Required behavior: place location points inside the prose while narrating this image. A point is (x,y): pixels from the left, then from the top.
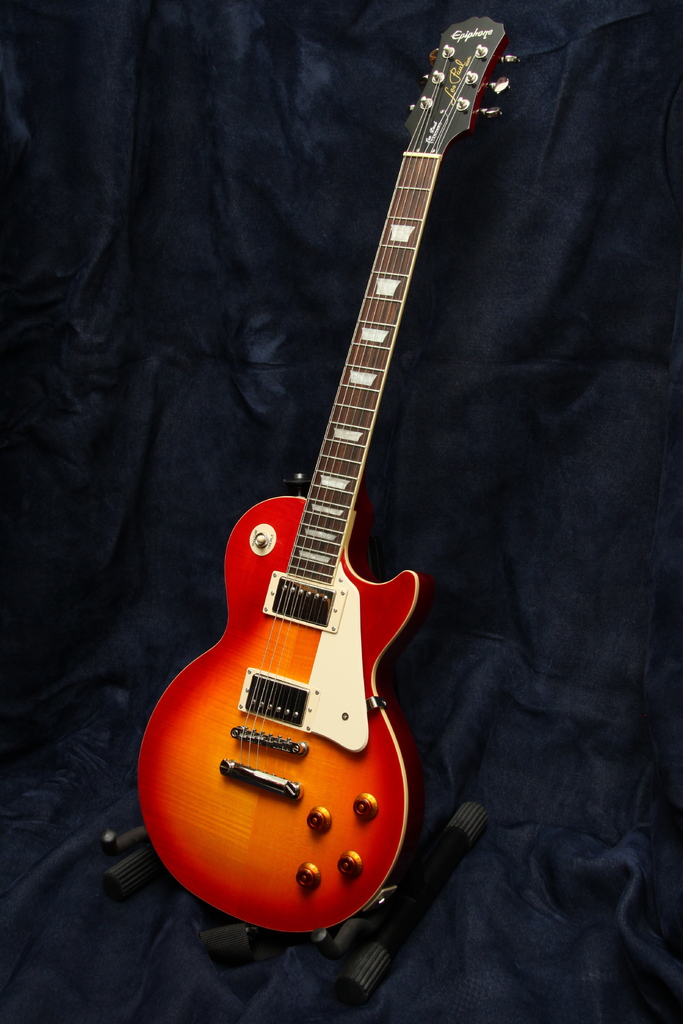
In this image I can see a red color guitar (257,672). In the background (174,314) there is a blue color curtain (328,312).
